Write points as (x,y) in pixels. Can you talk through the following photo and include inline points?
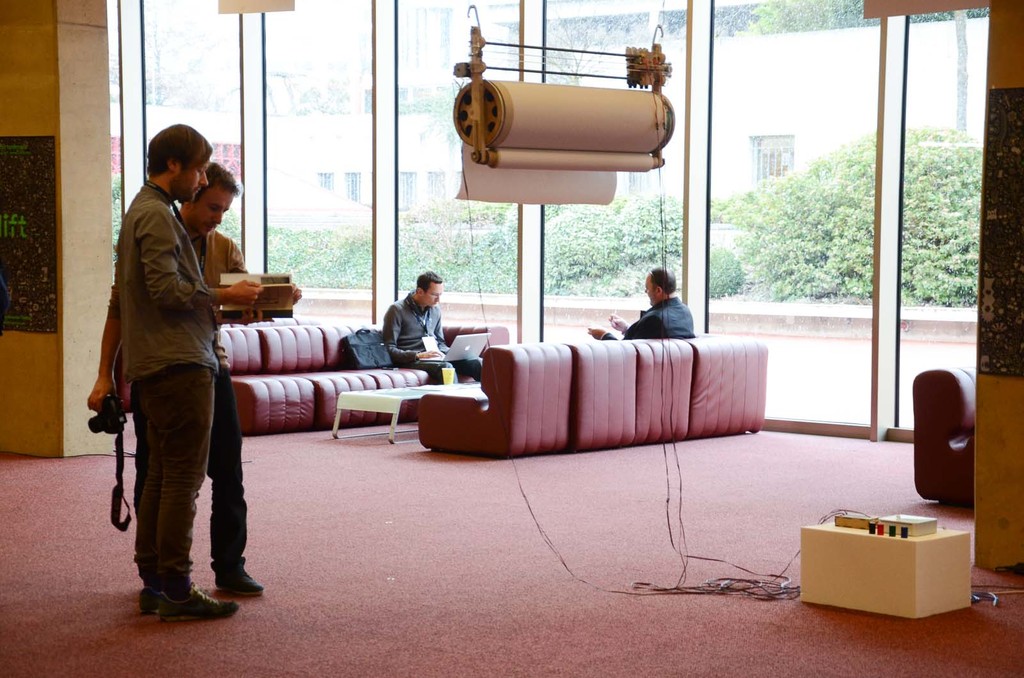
This picture is of inside the room (312,336). On the left (171,203) there is a man (190,366) standing, holding a book (276,282) and looking into the book (265,291), behind him there is another man (217,258) holding a camera (106,406), standing and looking into the book (274,305). In the center (661,324) there is a man (647,321) sitting on the couch (652,394). On the left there is a man (422,310) sitting on the couch (389,378) and working on the laptop (461,344). We can see a glass (451,370) placed on the top of the center table (404,392). In the background (760,217) we can see the buildings (811,56), plants (834,229) and a machine (584,101). On the right (904,557) we can see a machine (884,590) placed on the ground (858,613).
